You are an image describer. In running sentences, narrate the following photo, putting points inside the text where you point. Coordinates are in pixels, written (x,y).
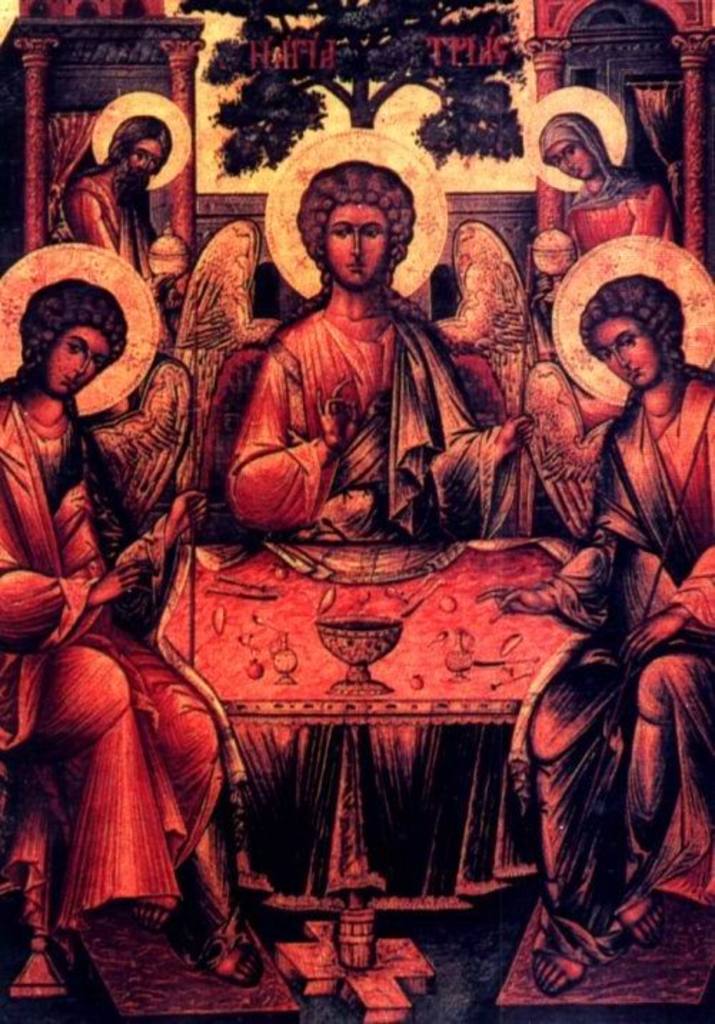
In this picture we can see some people (398,226), some objects (268,591) and in the background (182,70) we can see pillars (686,74), tree (415,77).
